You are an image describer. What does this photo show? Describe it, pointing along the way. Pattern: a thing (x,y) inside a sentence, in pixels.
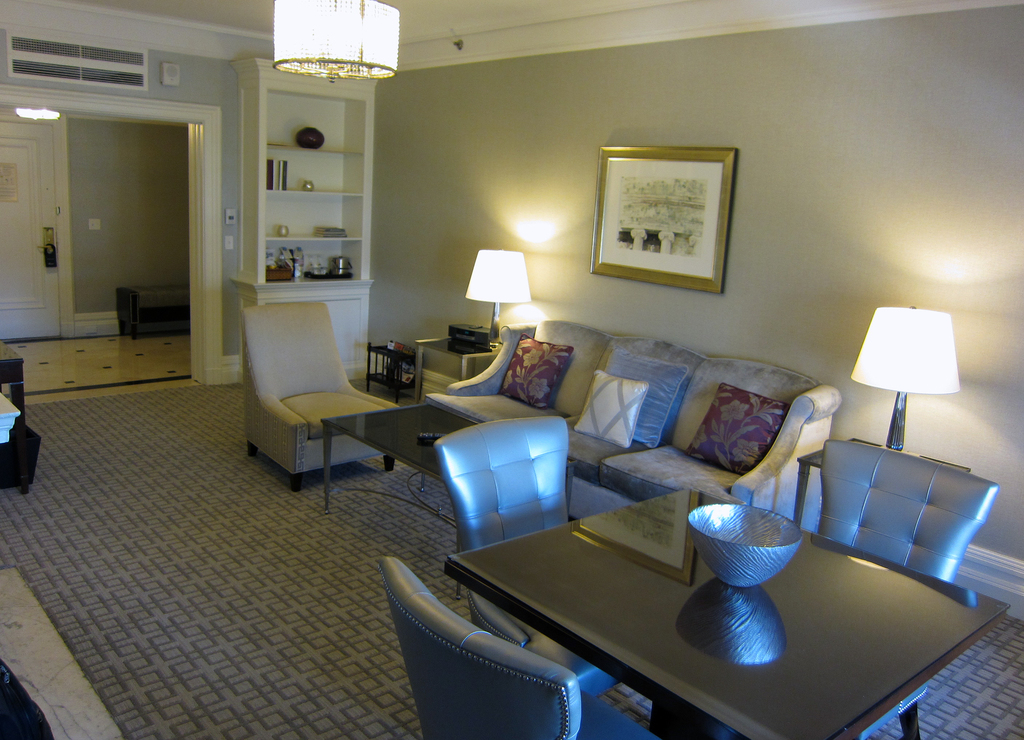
In this Image I see sofa (580,504), few chairs (553,466) and tables (527,615) on which there is a bowl (730,540) over here. In the background (479,282) I see the lamps (496,282), light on the ceiling (502,6), door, cabinet (312,118) and a photo frame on the wall (1000,401).
